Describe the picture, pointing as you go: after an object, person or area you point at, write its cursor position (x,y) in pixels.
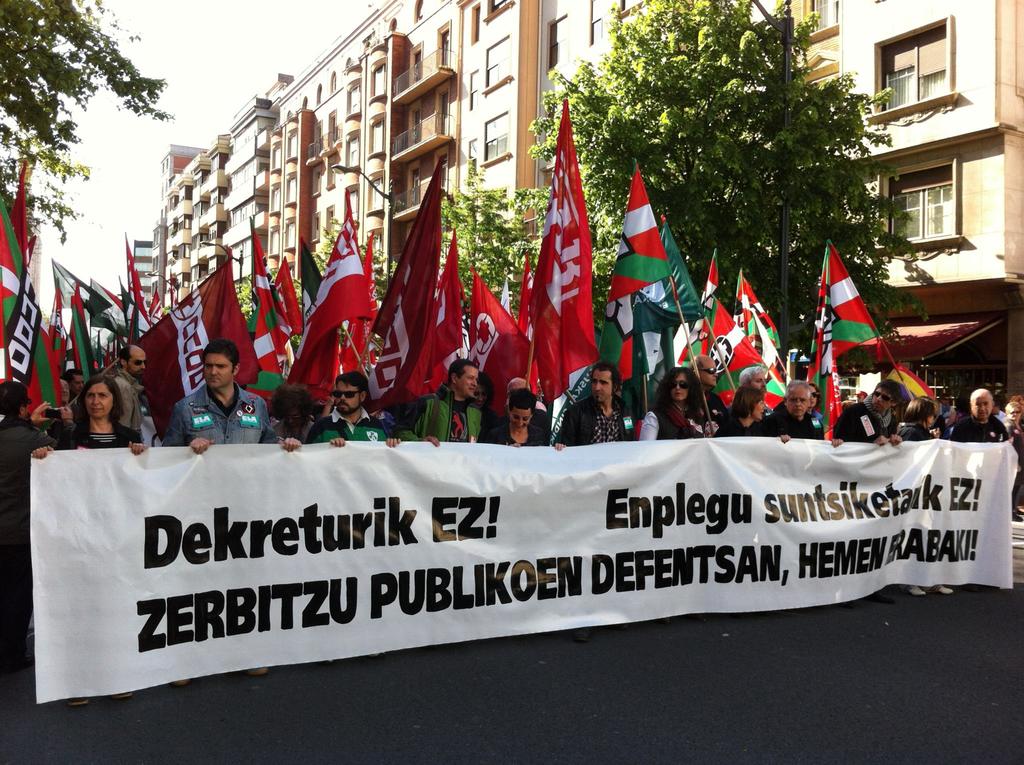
This picture describes about group of people (486,439), few people (466,428) are holding a flex (342,534), and few people (566,421) are holding flags (425,361), in the background (810,216) we can see few trees (810,216) and buildings (312,213).
